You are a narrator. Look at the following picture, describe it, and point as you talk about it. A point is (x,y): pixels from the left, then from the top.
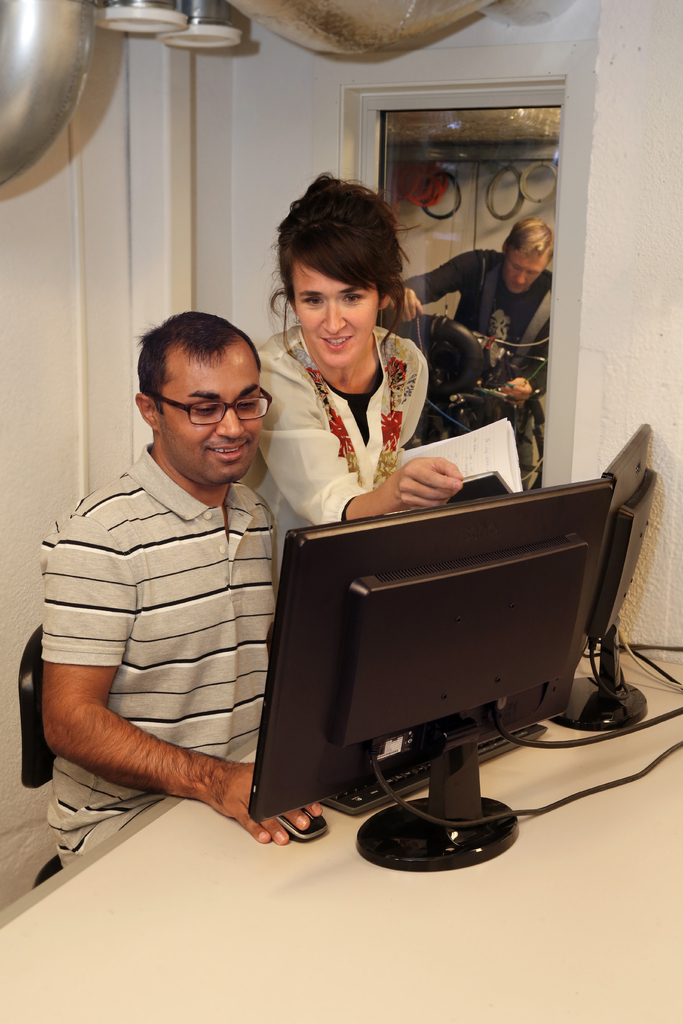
There is a man (166,598) and woman (378,452) at the table (112,1002) working on the computer (460,573). In the background (115,228) there is a wall (51,265), door (415,98) and a man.
